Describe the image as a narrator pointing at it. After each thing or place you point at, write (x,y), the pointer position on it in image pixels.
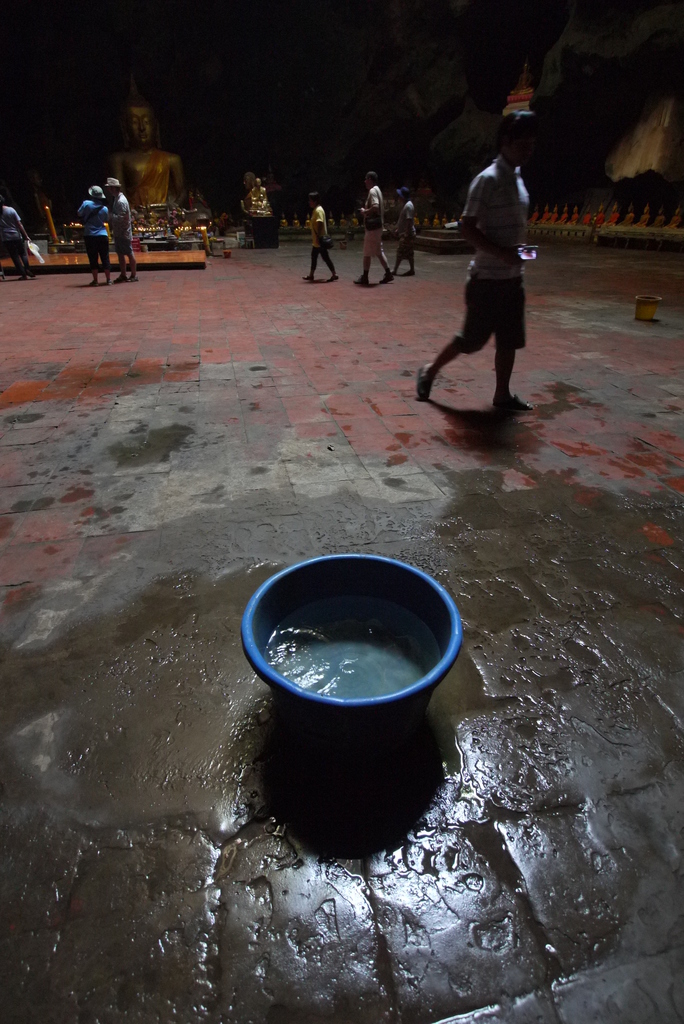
In this image we can see water (330,654) in the tub (301,698), behind the tub (333,698) there are few people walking in front of the statue (162,172). The background (308,154) is dark.
